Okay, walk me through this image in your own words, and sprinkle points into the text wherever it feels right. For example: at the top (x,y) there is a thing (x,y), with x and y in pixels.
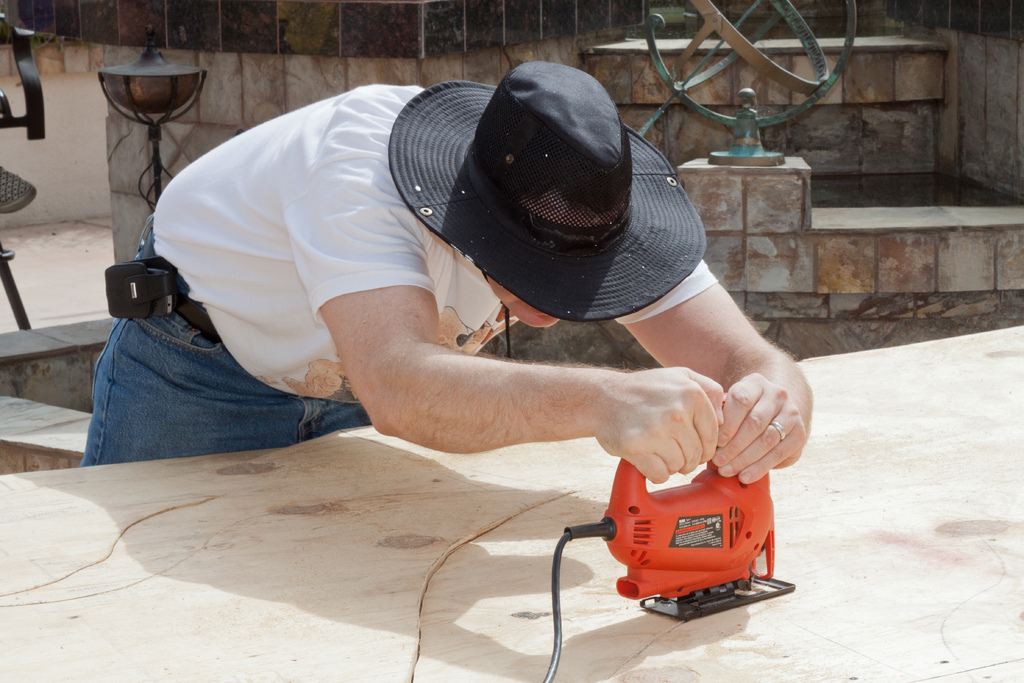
In this picture we can see a person (354,357) wearing a hat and holding a machine (641,605). We can see the shadow (407,496) of a person (682,429) and a machine (710,538) on the wooden object (227,486). There are some objects (61,325) visible in the background (135,103).
